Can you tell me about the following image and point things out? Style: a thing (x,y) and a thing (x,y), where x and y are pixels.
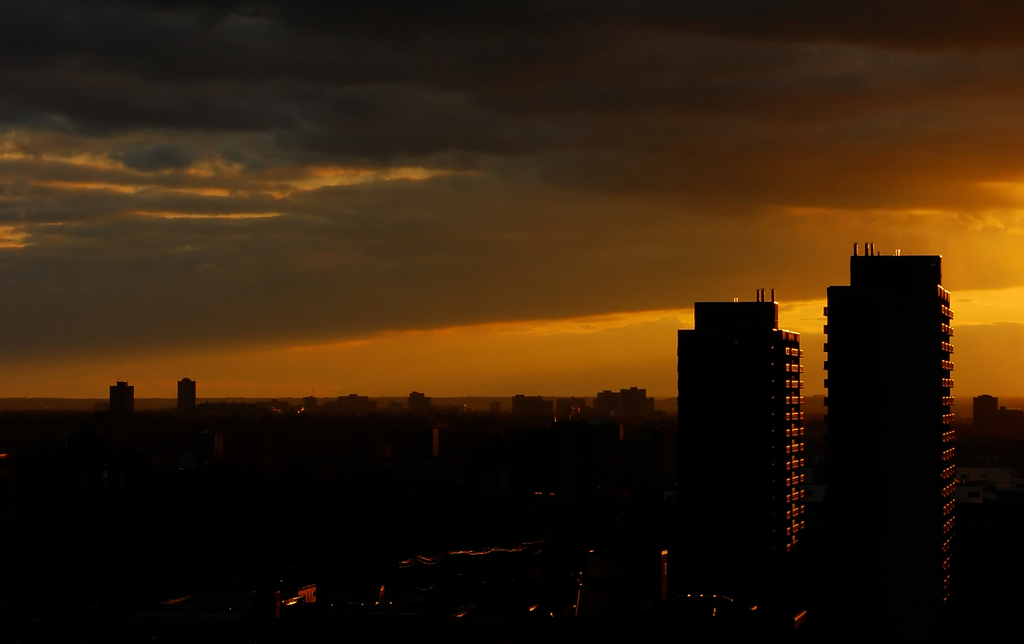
In this picture we can see buildings (882,382), lights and in the background (481,129) we can see the sky (460,277) with clouds (724,239).
